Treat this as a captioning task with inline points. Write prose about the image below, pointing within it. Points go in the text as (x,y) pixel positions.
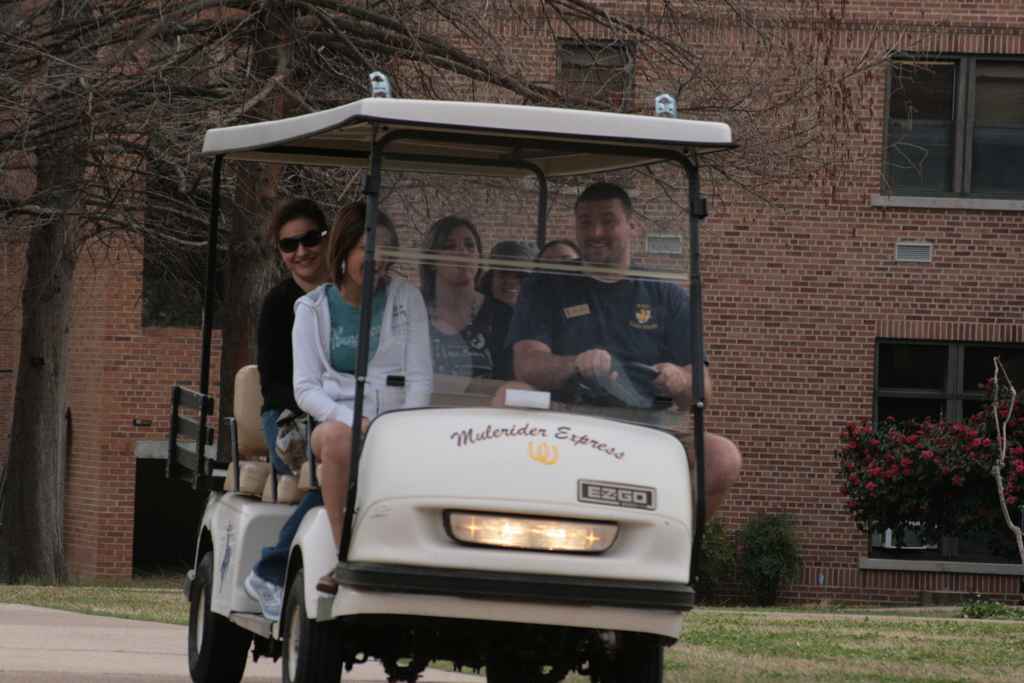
On the road (34,648) there is a vehicle (500,506). There are six people (547,335) sitting in this vehicle (352,431). A man (612,330) with blue t-shirt (608,323) is driving a vehicle (595,396). Beside him there is a lady (394,329) with white jacket (396,340). And at the back (436,285) there are four people (476,257). In the right side (784,297) background (945,145) there is a building (872,177) with window (936,133). And to the bottom right (968,492) there is a grass (928,651) and a tree (921,450). To the left side (88,132) there is a tree (39,152).
